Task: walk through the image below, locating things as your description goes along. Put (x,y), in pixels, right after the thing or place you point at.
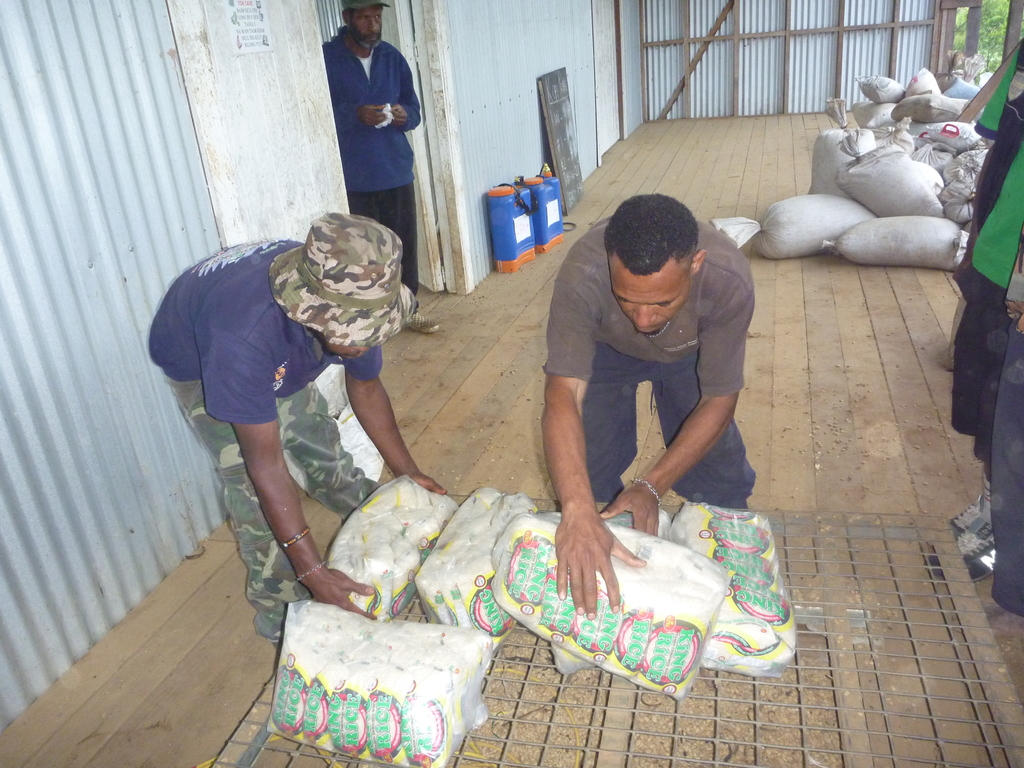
In this image few bags (455,678) are on the floor (579,205). A person (245,390) wearing a blue shirt (283,381) and a cap (282,292) is holding a bag (428,512). Beside there is a person (679,401) standing and holding a bag (547,546). A person (396,168) wearing a blue jacket (381,161) is standing near the door (430,15). Beside there are few cans (559,210) and board (573,135) near the wall (494,94). Right side (1016,452) few persons (986,199) are standing on the floor (942,389). Right top there are trees (995,33).
